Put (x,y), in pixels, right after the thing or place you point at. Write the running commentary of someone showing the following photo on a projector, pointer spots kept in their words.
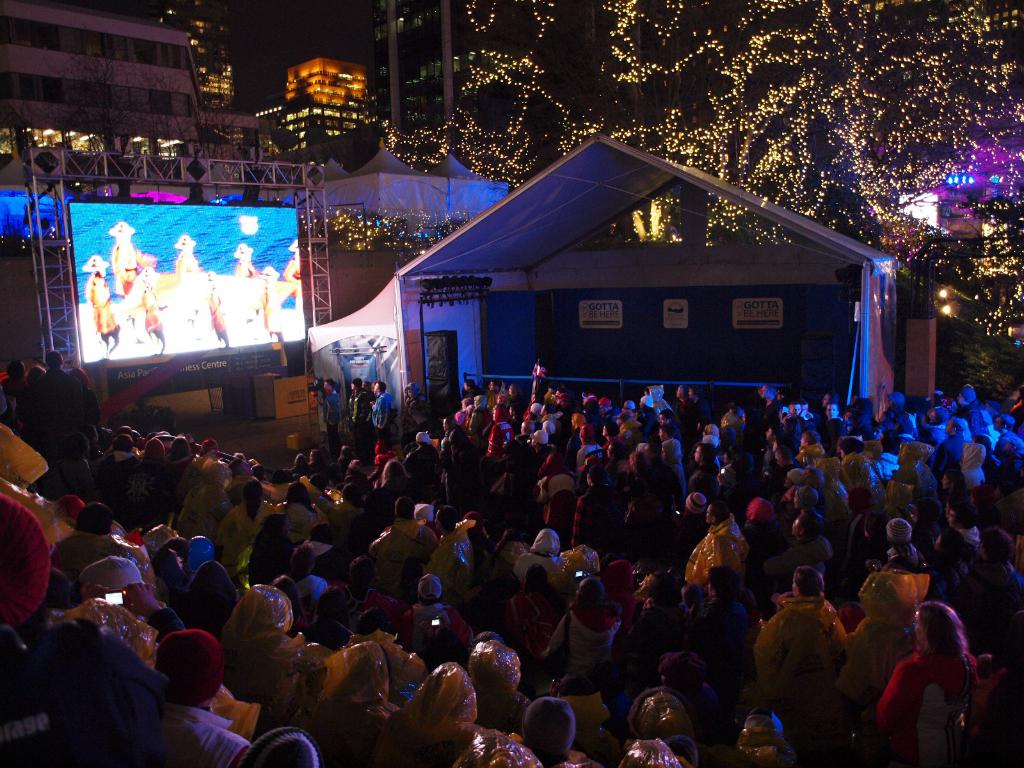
There are persons (583,509) on a ground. In front of them, there is a screen (281,272). In the background (423,250), there are buildings (170,3) and there are lights (947,112) arranged. And the background (640,105) is dark in color.
